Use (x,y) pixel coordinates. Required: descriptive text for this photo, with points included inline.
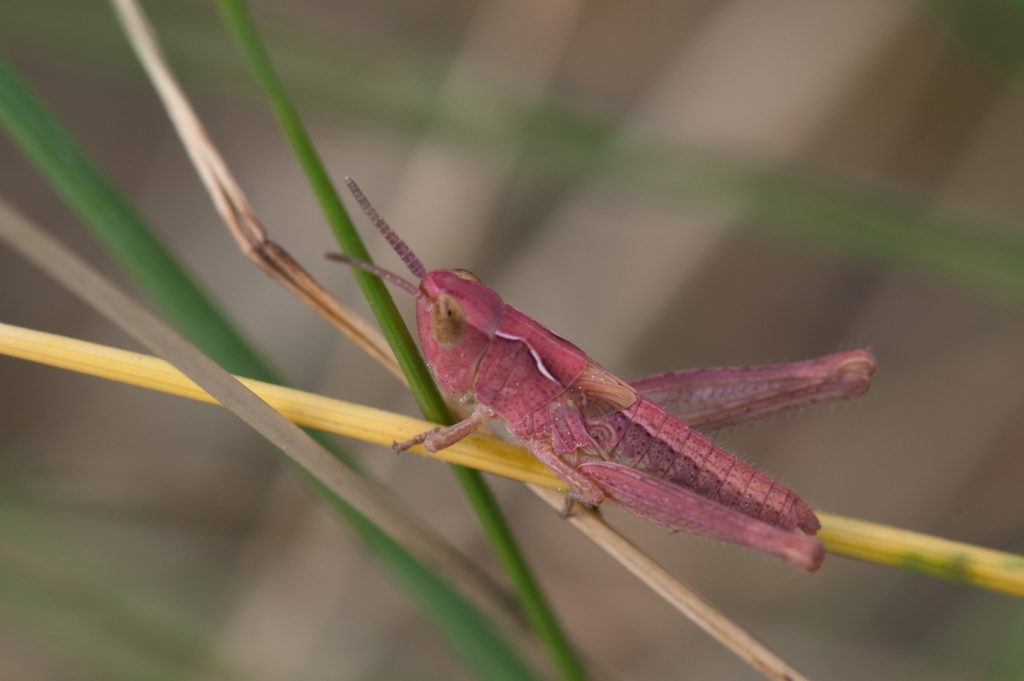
This image consists of an insect (511,358) on the stem (88,357). The insect (487,405) is in red color. The background (638,665) is blurred.
